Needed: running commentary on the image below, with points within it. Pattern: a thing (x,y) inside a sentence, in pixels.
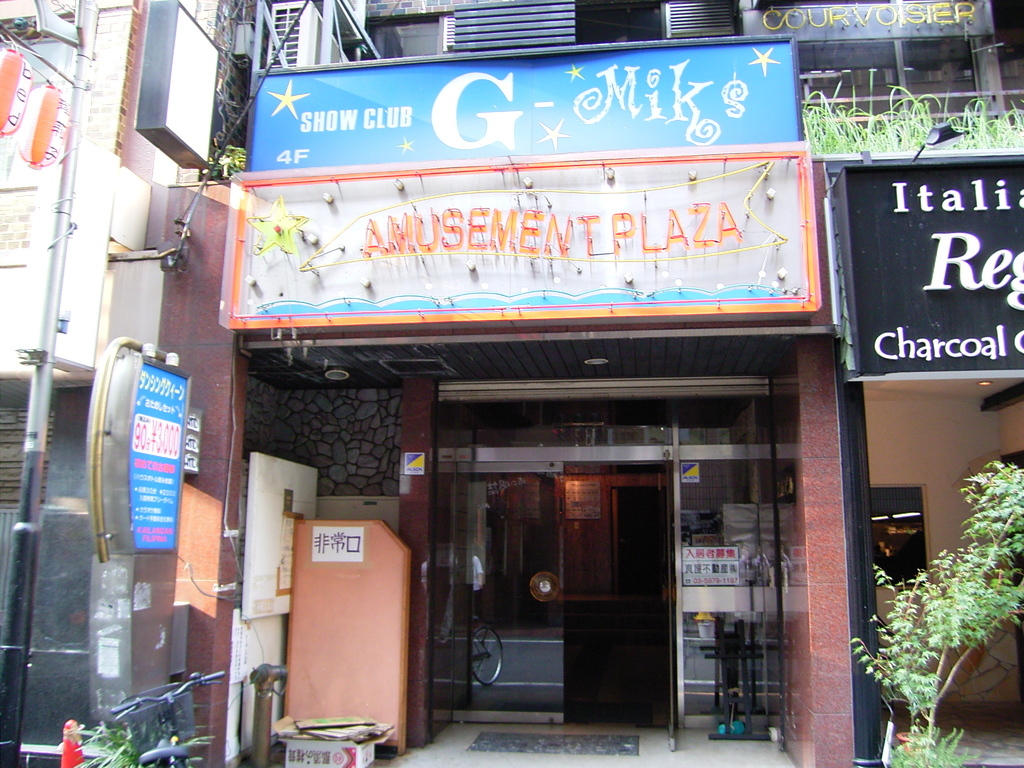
In this picture we can see glass door (519,665). On the top (469,40) there is a building (500,374). Here we can see banners (781,123), posters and the shop name (318,258). On the bottom left corner (293,758) we can see electric pole (1,767) and carton boxes (351,720). On the right (860,657) there is a plant (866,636). Here we can see grass (877,132) which is near to the light (937,141).
